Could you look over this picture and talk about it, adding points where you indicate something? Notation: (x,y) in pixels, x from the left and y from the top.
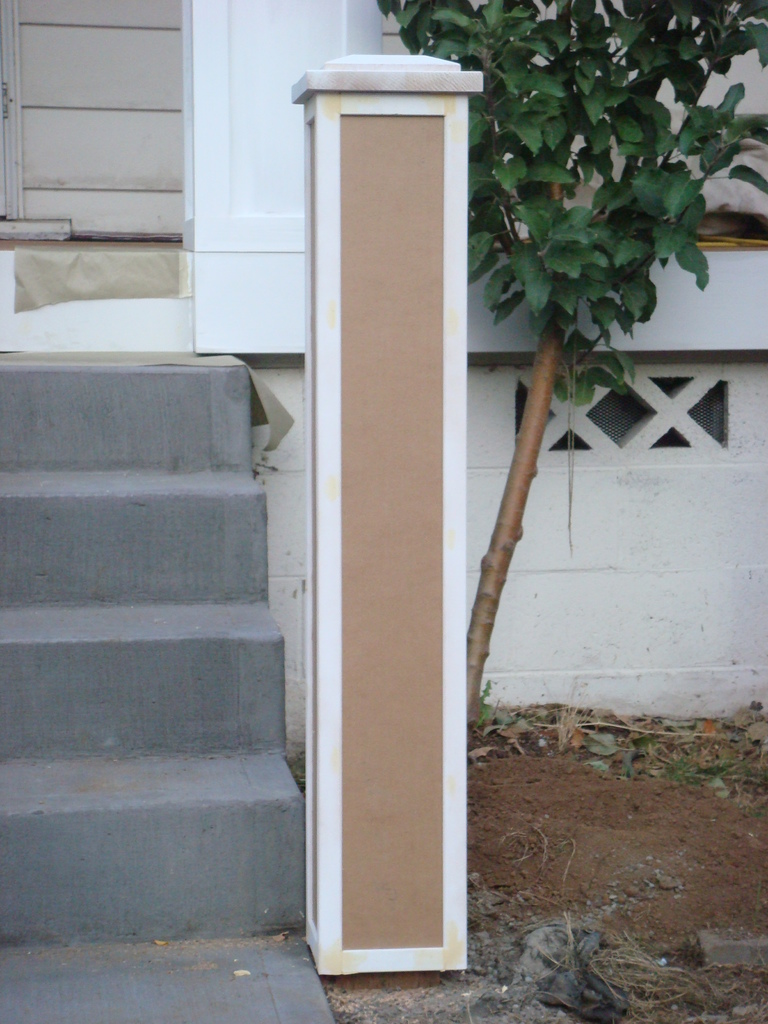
On the left side (62,379), there are steps (62,379) and a pole (423,954). On the right side (758,947), there are threads (654,1023) and stones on the ground (649,858). In the background (487,635), there are trees (494,560) having green color leaves (614,264) and there is a white wall (762,407).
